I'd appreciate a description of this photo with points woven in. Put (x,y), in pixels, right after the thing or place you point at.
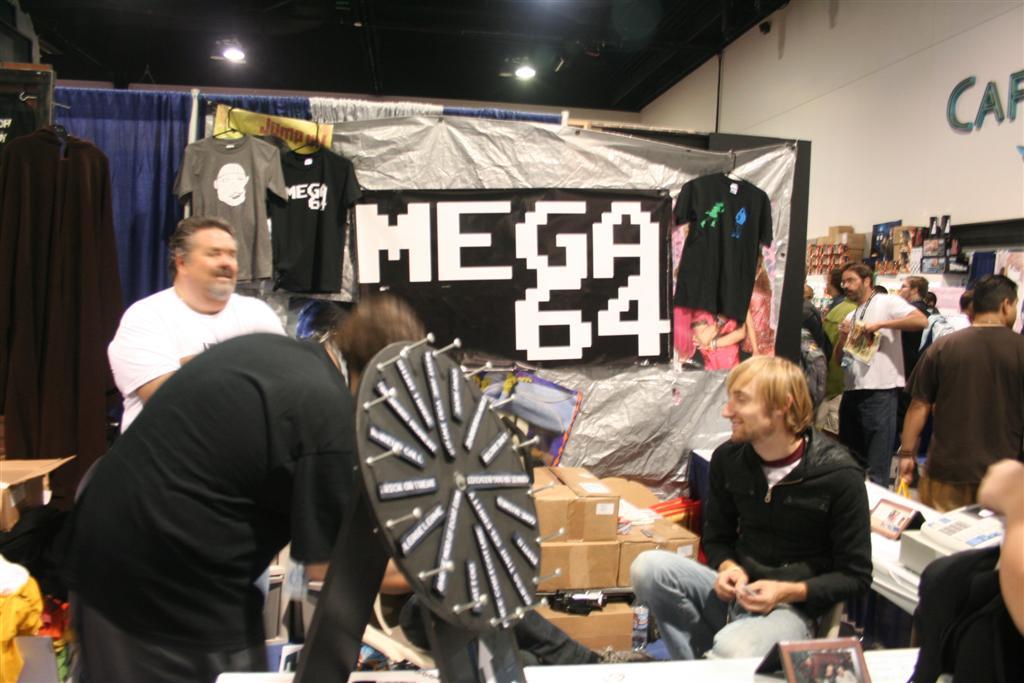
In this picture we can see a group of people (191,565), here we can see clothes (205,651), curtains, boxes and some objects (660,645) and in the background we can see a wall (937,9), roof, lights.
